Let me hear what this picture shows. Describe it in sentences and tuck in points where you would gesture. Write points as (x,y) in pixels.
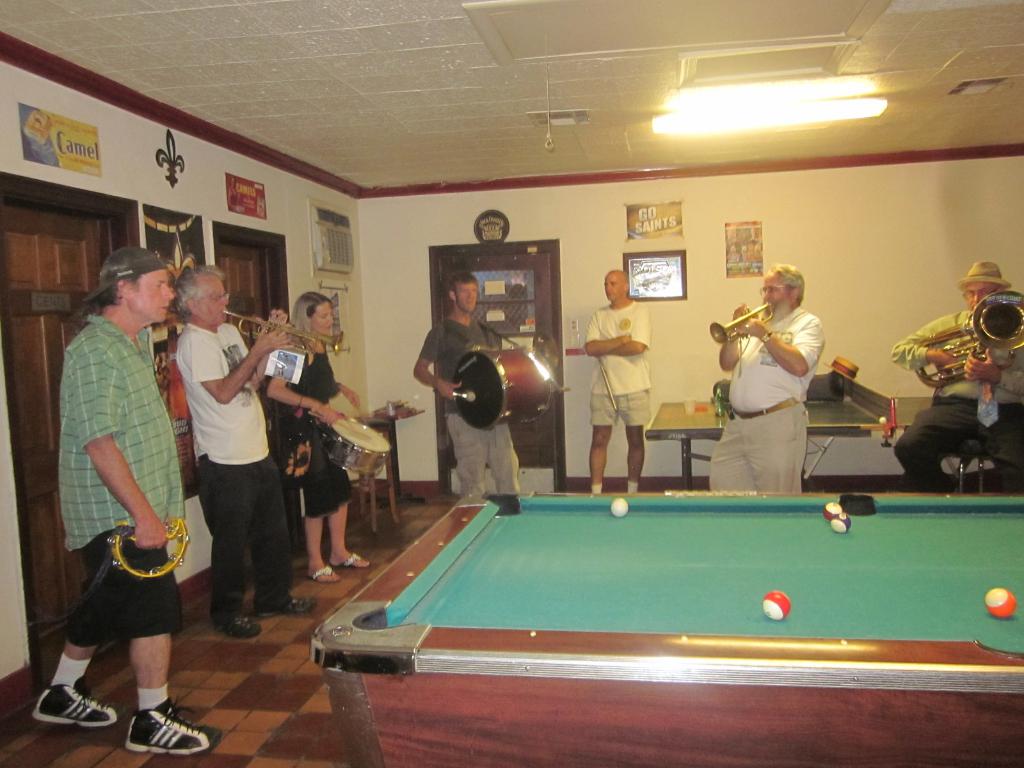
In the image few people (171,445) are playing some musical instruments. Bottom right side of the image (1002,529) there is a pool table (587,517) on the table (744,495) there are some balls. At the top of the image (865,140) there is a roof (1006,8) and light (781,108). Top left side of the image (144,177) there is a wall (858,273) on the wall (469,198) there are some posters (757,234).
